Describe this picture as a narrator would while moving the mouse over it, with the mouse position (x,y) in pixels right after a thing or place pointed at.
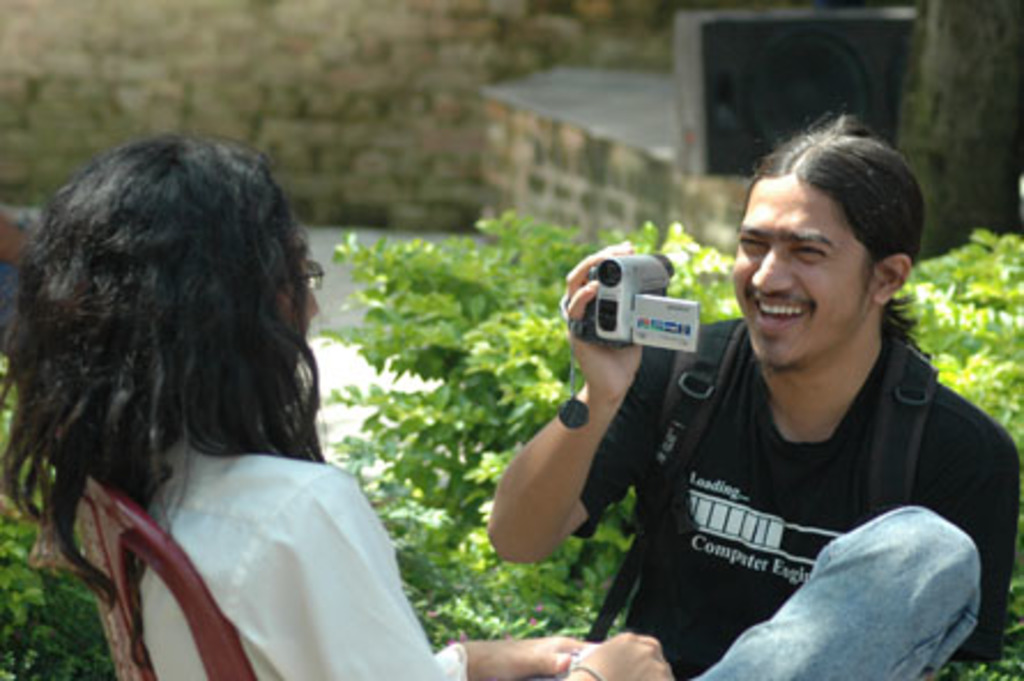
This picture shows a man (820,528) and holding a camera (581,335) in his hand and we see a woman (173,645) seated on the chair (219,672) and we see few plants (960,272).
